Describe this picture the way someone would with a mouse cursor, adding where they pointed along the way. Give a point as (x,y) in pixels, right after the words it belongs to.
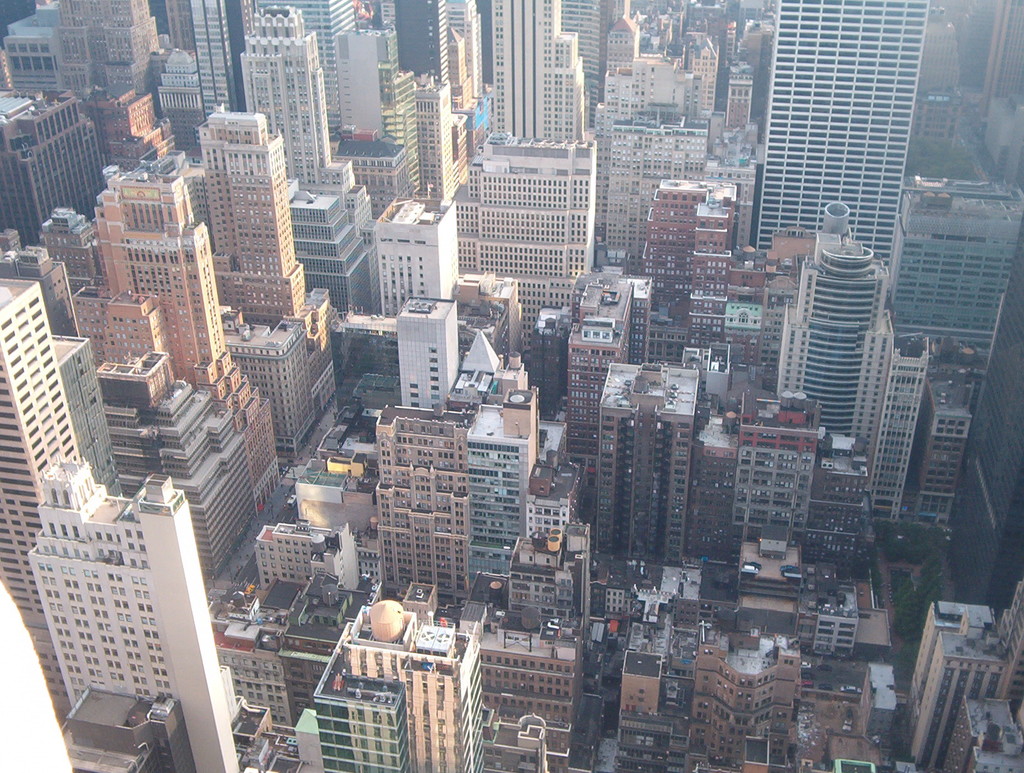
This image is clicked from a top view. In this image there are many buildings (529,429) and skyscrapers (243,95).
